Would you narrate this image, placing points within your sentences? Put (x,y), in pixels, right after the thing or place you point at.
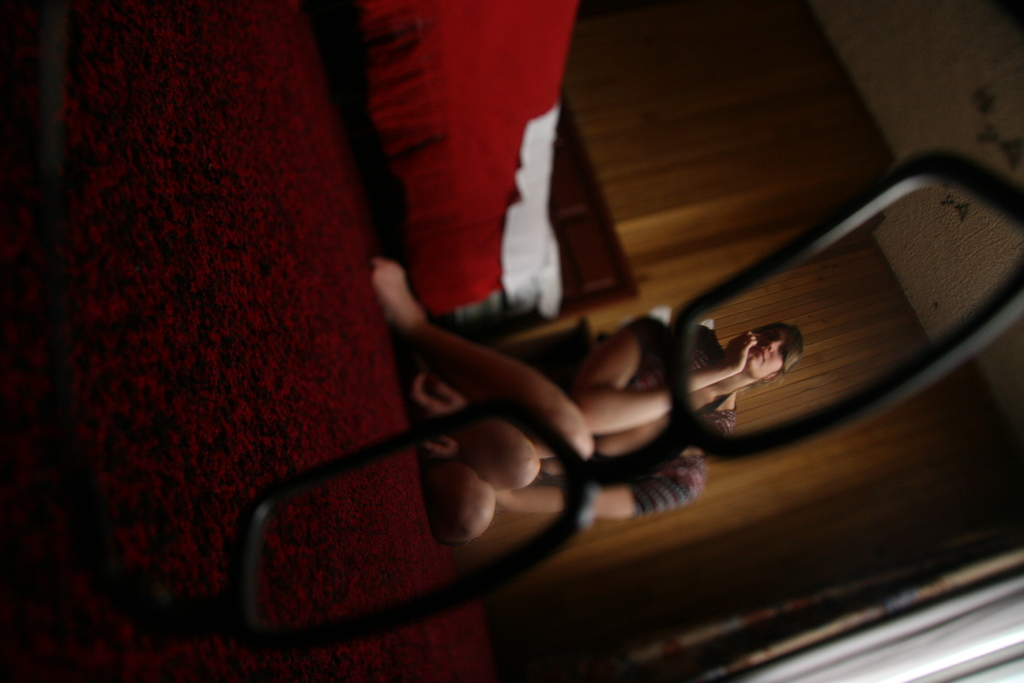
In this image I can see a person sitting on the floor (432,572). Background (780,224) I can see a wooden wall (776,173) in brown color.
